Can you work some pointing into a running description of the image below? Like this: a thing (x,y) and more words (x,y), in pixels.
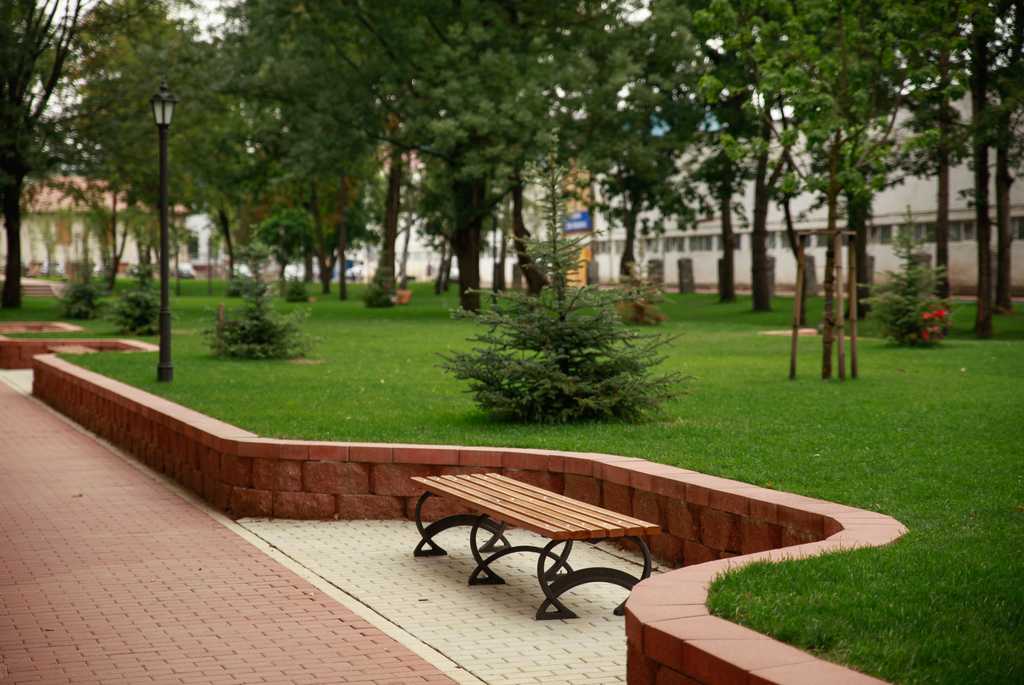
In this picture there is a bench (481,495) near to the wall (690,516). On the left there is a street light (162,98) near to the plants (606,398) and grass (361,424). In the background (575,158) we can see buildings (911,181) and trees (248,225). In the top left (227,18) there is a sky (201,24).
